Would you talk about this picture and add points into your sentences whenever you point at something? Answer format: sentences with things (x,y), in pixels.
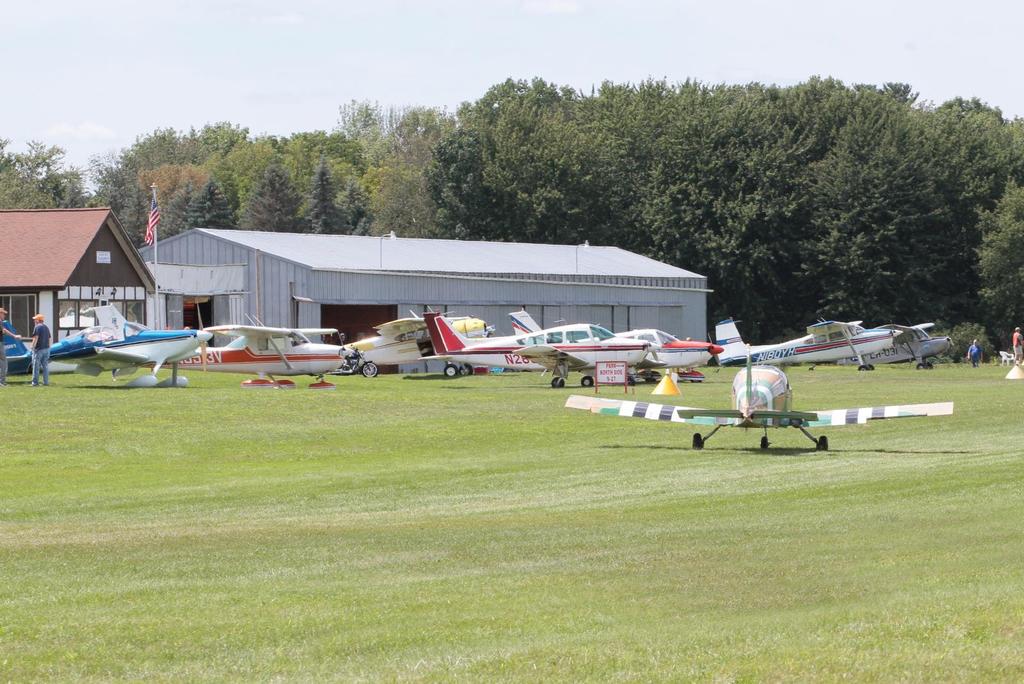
This image consists of small planes (851,341) parked on the ground (425,404). In the middle (346,377), there is a bike (364,365). At the bottom (440,589), there is green grass (445,492). Behind the planes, there are two sheds (393,288). In the background (616,184), there are many trees (664,184). At the top (558,30), there is a sky (540,73).
